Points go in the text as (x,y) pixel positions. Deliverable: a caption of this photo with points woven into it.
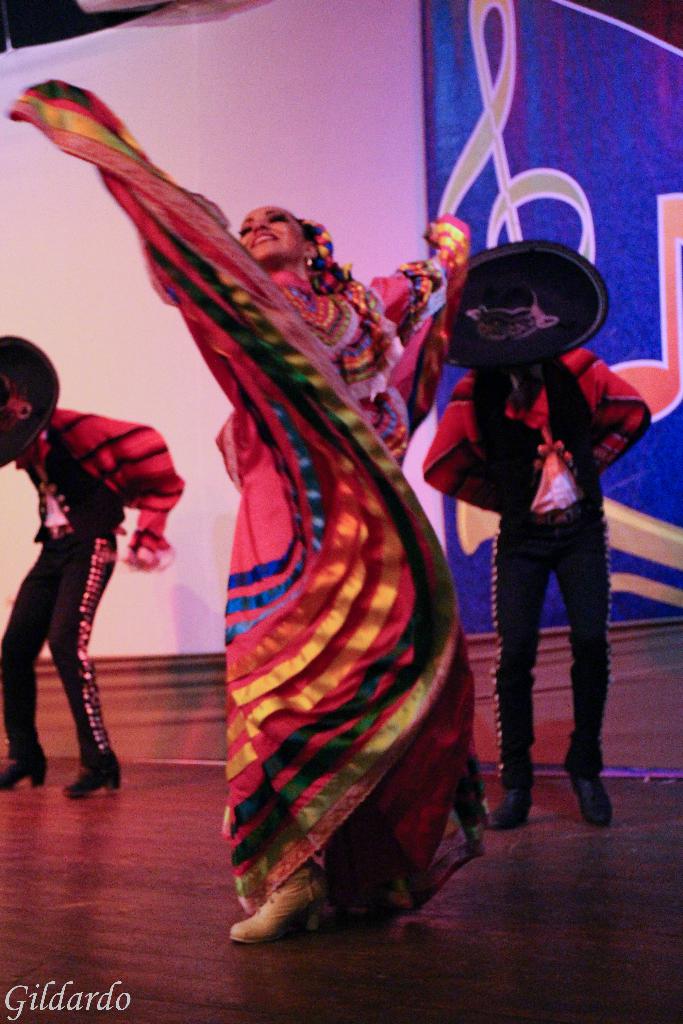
In this image we can see some people (407,712) standing on the stage (339,941) wearing the costume (329,785). On the backside (658,565) we can see a curtain (478,529) with a picture (480,234) on it.
